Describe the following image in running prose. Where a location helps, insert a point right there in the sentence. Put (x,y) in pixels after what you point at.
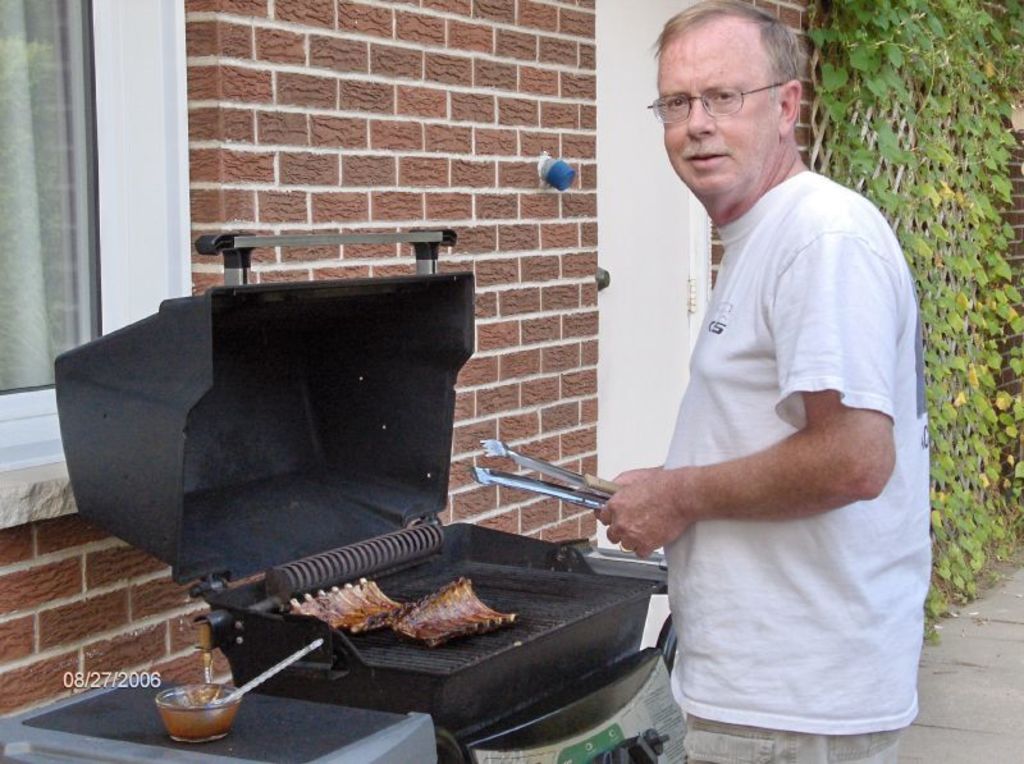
In this image we can see a person (695,360) standing and holding an object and in front of him there is a barbecue grill (345,485) with some food item (419,636) and to the side there is a bowl (194,710). We can see a building (674,234) and there are some creepers (949,511) in the background (890,192).
